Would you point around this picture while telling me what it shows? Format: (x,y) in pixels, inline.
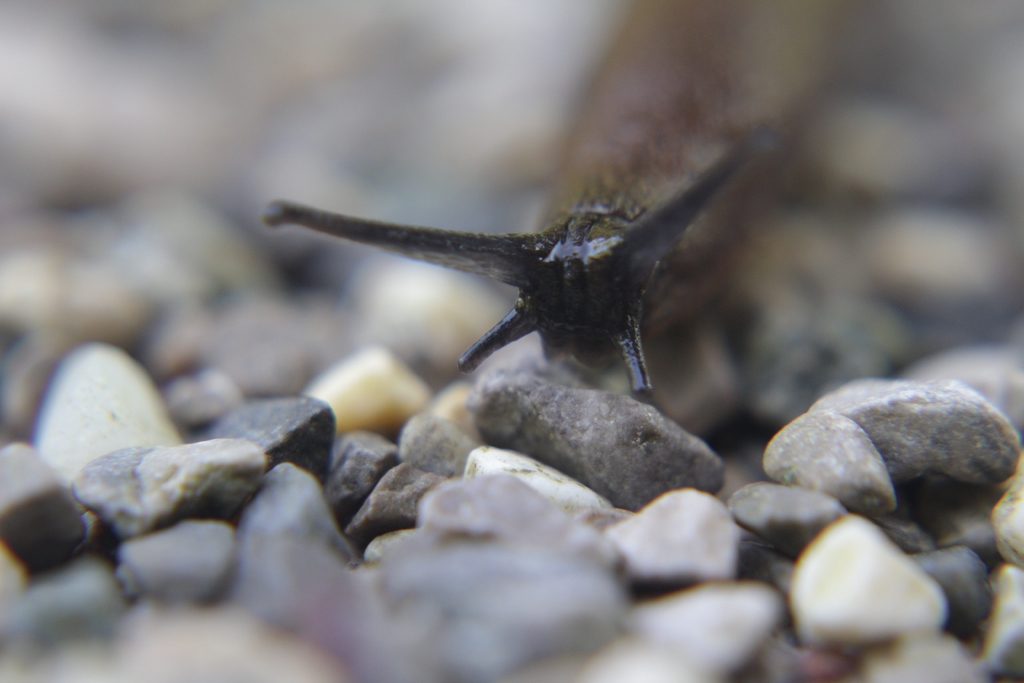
In this picture I can see there is a snail (640,376) moving on the stones (790,359). It has a black head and there are some stones (384,550) and pebbles (277,515) on the floor (630,517).
